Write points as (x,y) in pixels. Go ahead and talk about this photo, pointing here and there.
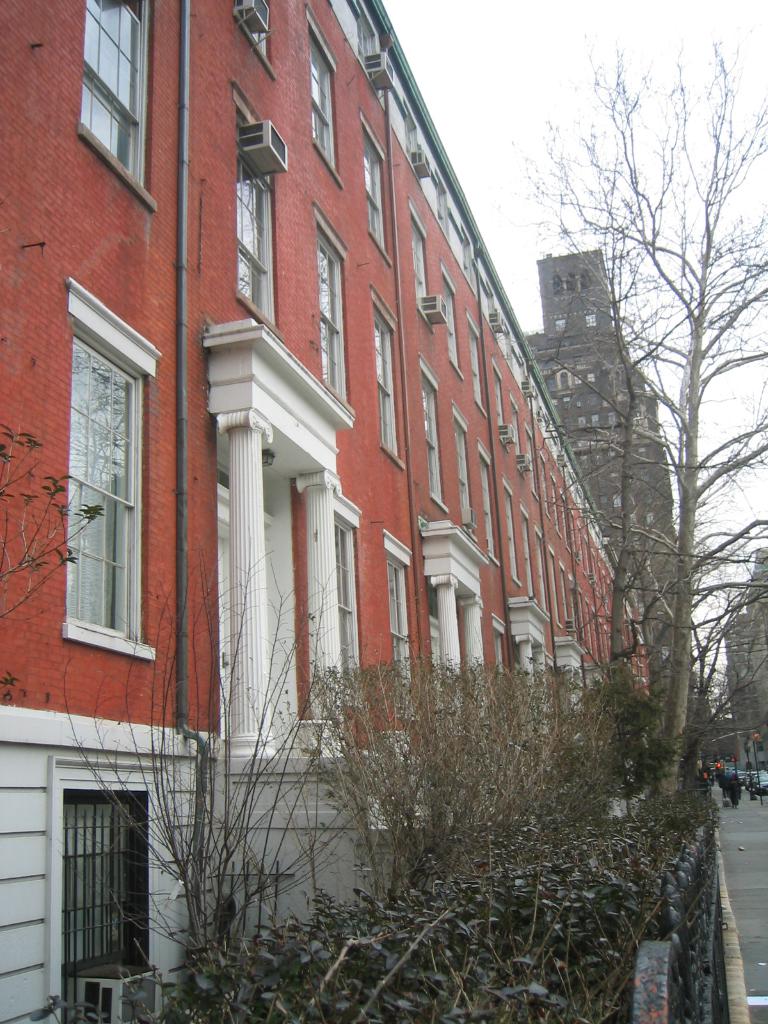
In this image we can see some buildings (370,332) with windows (381,336) and pillars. We can also see some plants (437,787), trees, some people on the pathway (732,814) and the sky (530,294).
